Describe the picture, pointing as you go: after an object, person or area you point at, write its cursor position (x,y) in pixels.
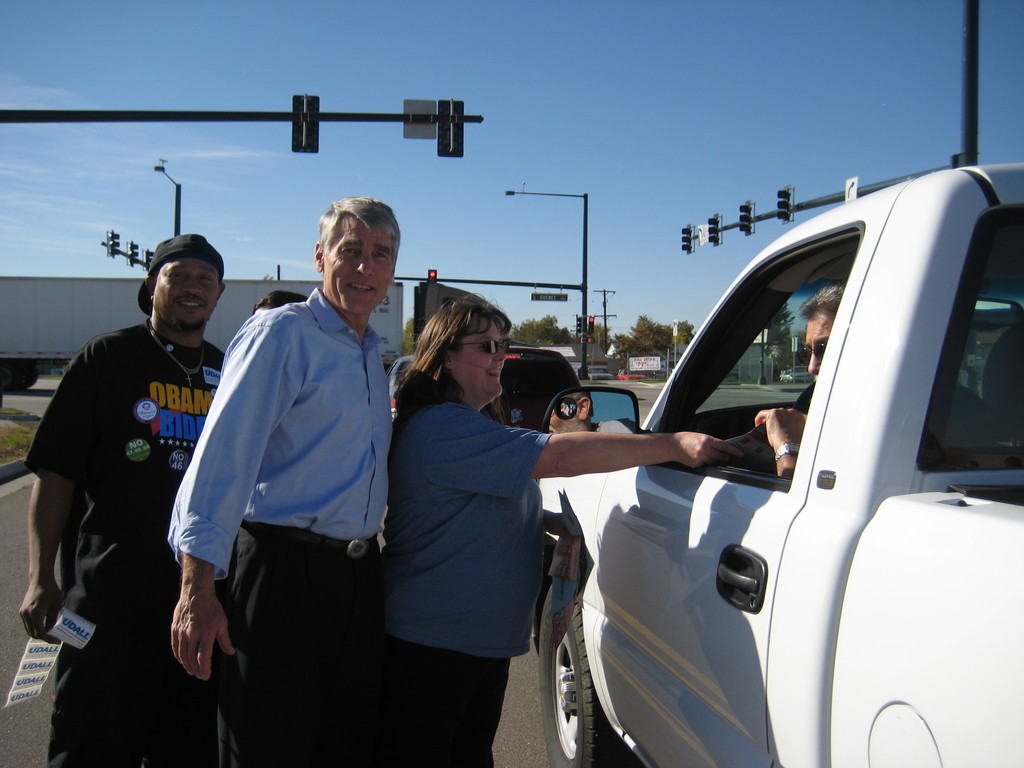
In this picture there are four members (222,356) standing and another person (814,311) is sitting inside the car (834,429), this woman (492,511) is holding an object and giving that to the person (788,431) sitting inside the car (813,455), she is smiling and there is a man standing beside her he was smiling, there is another person (210,260) standing holding a paper (67,618) in his right hand (55,593) and smiling and in the backdrop (746,383) there is a road (10,639), traffic lights (302,132), building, and the sky (669,120) is clear.
